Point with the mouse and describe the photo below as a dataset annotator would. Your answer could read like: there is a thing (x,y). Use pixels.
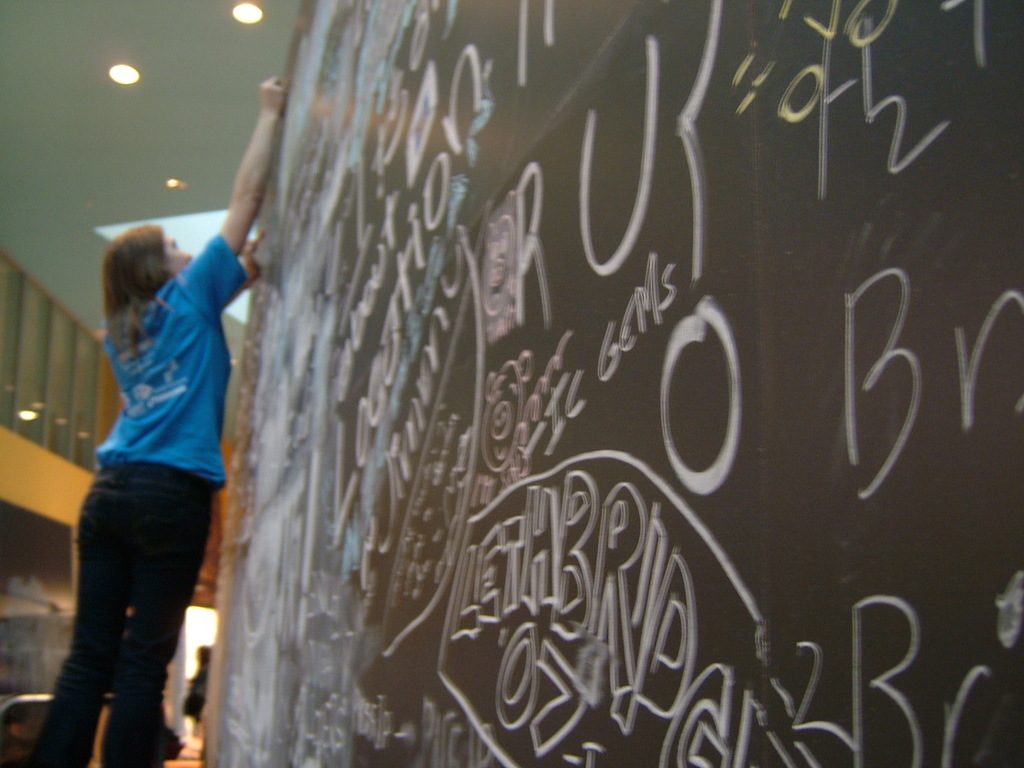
In this picture we can see a black board (300,338) with some text (689,571) on it and a woman (199,268) standing. In the background (75,228) we can see the lights (245,14), ceiling (49,166), wall (27,475) and some objects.
